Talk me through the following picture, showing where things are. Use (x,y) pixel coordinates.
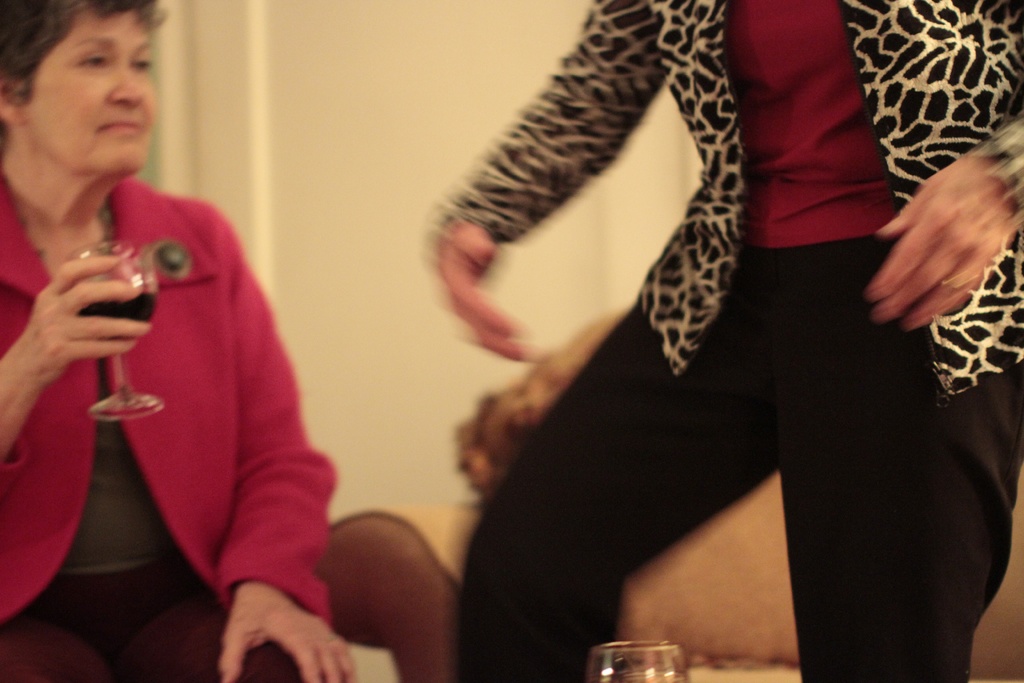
In this image I can see a woman (265,346) wearing red colored jacket (205,388) is sitting and holding a wine glass (119,420) in her hand (85,348) and another person (680,240) wearing cream and black colored jacket (934,104) and black pant (929,494) is standing. I can see a couch (707,575) which is brown in color and the cream colored wall (369,138) in the background (336,168).
